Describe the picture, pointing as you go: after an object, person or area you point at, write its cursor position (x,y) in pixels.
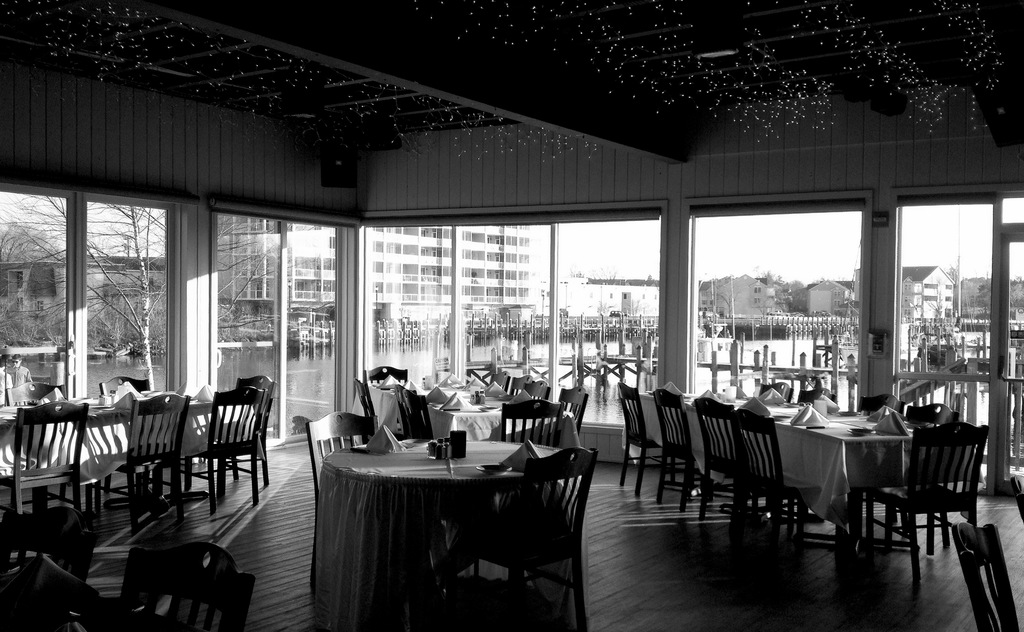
As we can see in the image there are buildings (44,267), chairs (211,489), tables (4,446) and trees (790,301) in the background (923,278). On tables (406,537) there are white color clothes (411,518). On the top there is ceiling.
